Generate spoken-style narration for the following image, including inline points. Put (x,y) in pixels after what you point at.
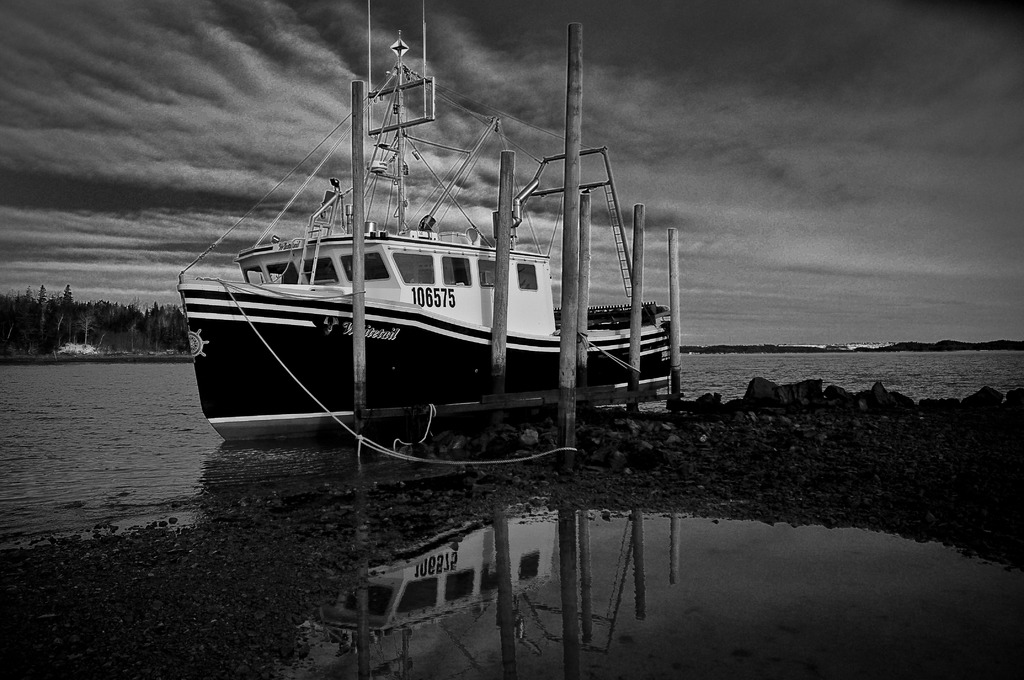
We can see ship (309,370) above the water (191,413), poles (362,378) and stones (626,441). In the background (82,329) we can see trees (160,320) and sky (87,299) with clouds (762,244).
